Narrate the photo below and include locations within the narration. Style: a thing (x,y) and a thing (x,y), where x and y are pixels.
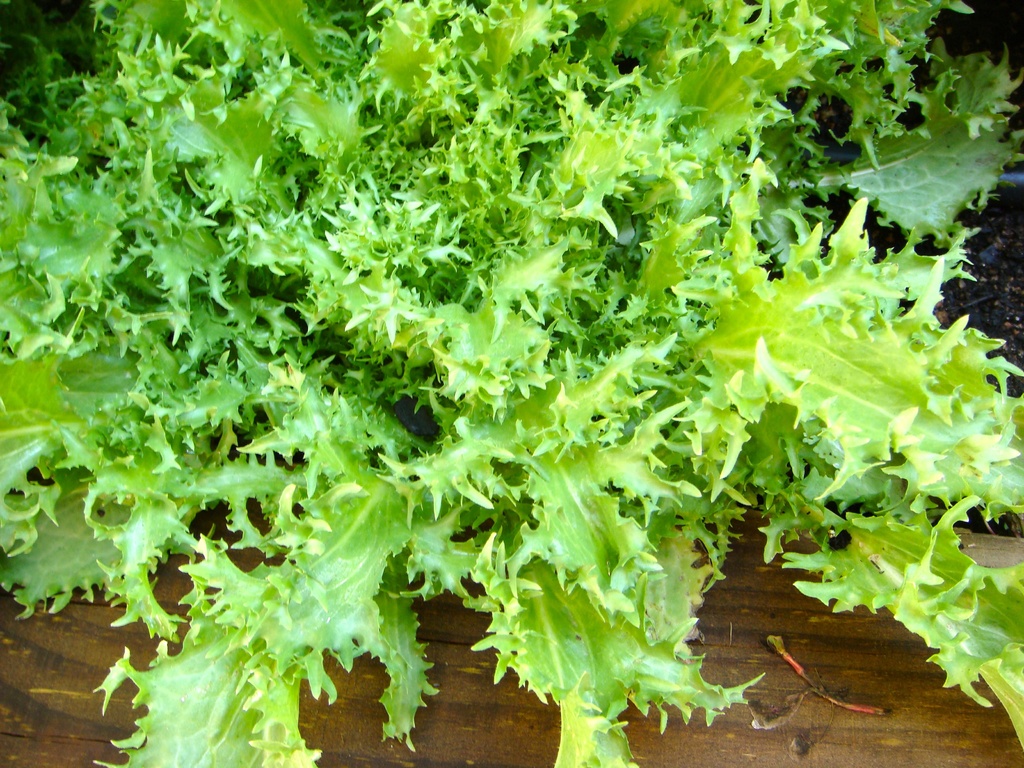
In this image we can see plants (359,579).
